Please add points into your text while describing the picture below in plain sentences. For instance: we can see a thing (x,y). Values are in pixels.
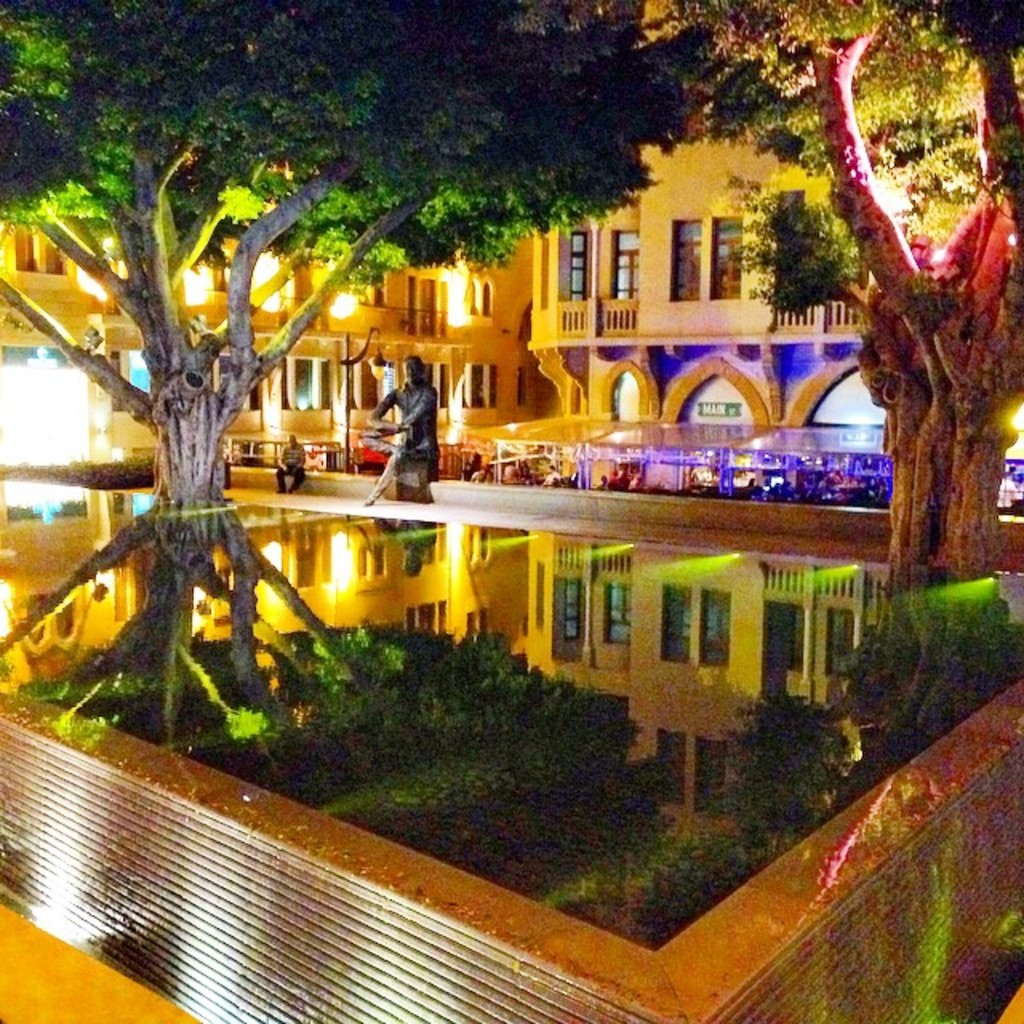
This is a picture which is clicked in dark. I can see two trees (228,177) over here one is here and one is here, this is a picture of a building (622,208) in dark view. I can see the reflection (616,598) of the picture in stagnant water pool (428,626) over here and there is a statue (372,427) of a human being (411,389) and there is a person (298,472) who is sitting behind/beside his statue (401,444).
